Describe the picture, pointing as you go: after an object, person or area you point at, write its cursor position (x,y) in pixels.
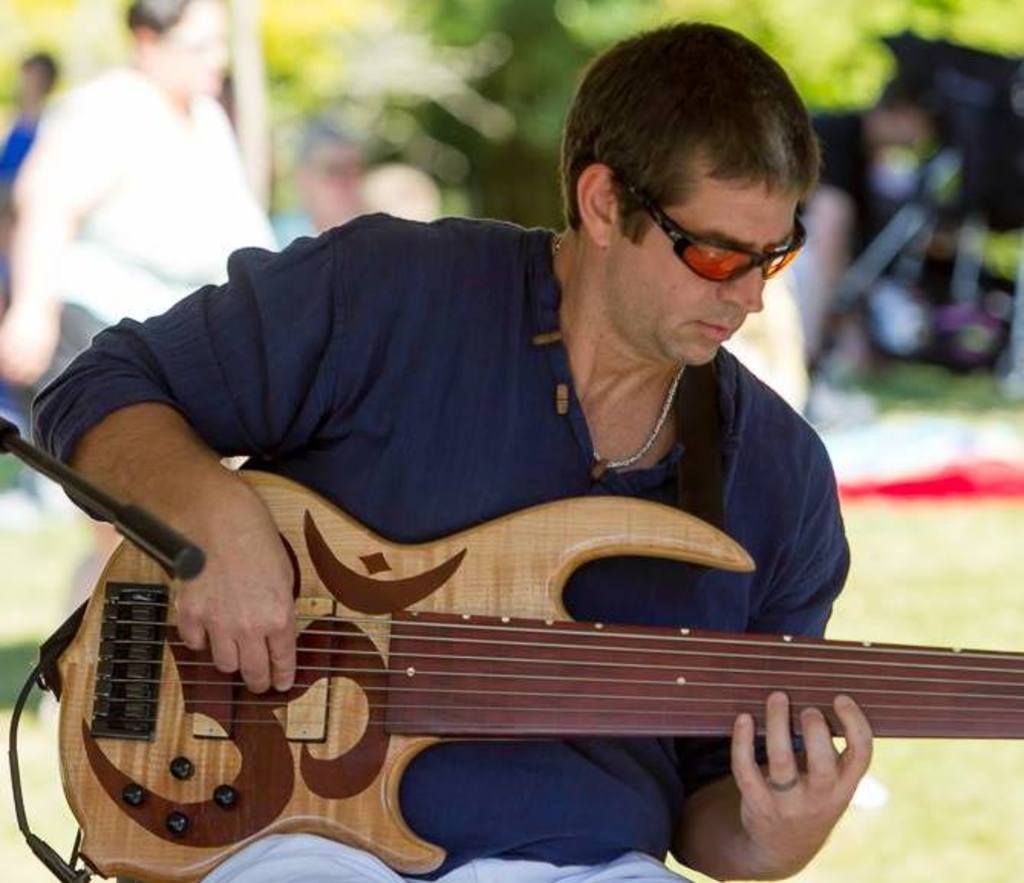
In this image, in the middle (525,445) there is a man (755,546) sitting and he is holding a music instrument (328,682) which is in yellow color, there is a microphone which is in black color, in the background (153,254) there is a man (156,263) walking, there are some green color trees (483,46).
